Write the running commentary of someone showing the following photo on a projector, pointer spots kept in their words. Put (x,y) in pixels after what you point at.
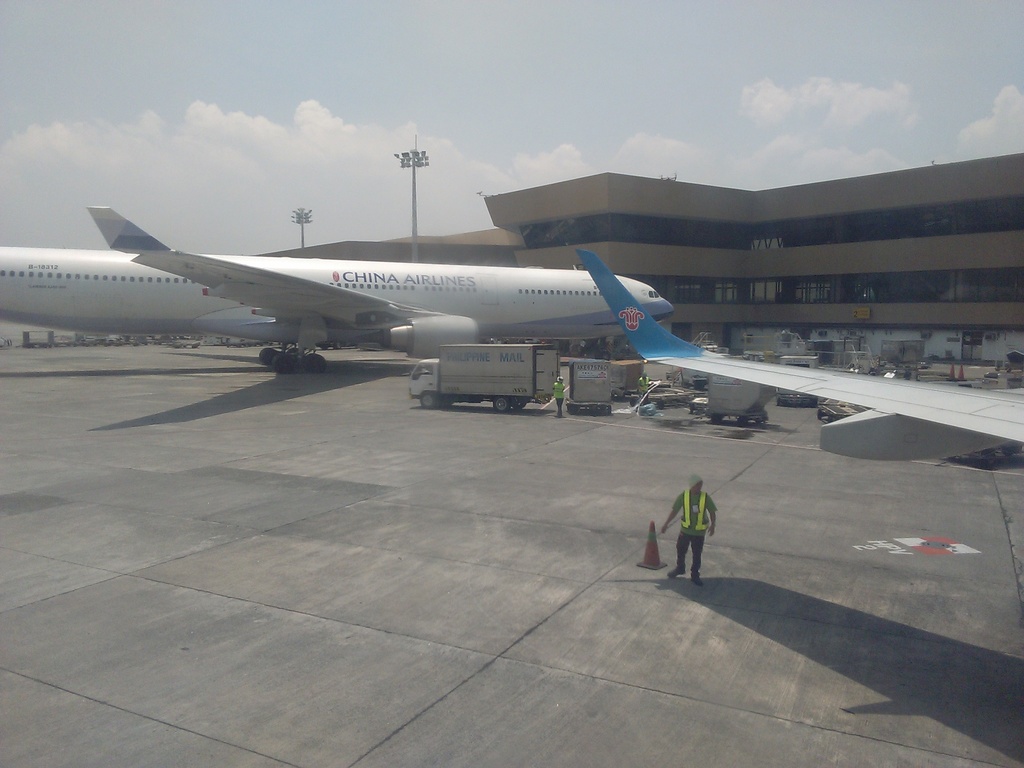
In this image there is the sky (392,67) towards the top of the image (575,70), there are clouds (263,133) in the sky (584,40), there is a building (683,204) towards the right (856,229) the image, there are poles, there are lights (422,160), there is an airplane (352,282), there is text (367,276) on the airplane (412,272), there is ground (388,351) towards the bottom of the image (719,638), there is a man (697,518) walking, there is a person (562,388) standing, there are vehicles (479,378) on the ground (637,412), there are objects (795,362) on the ground (813,442), there is an airplane wing (864,379) towards the right of the image (772,381).
